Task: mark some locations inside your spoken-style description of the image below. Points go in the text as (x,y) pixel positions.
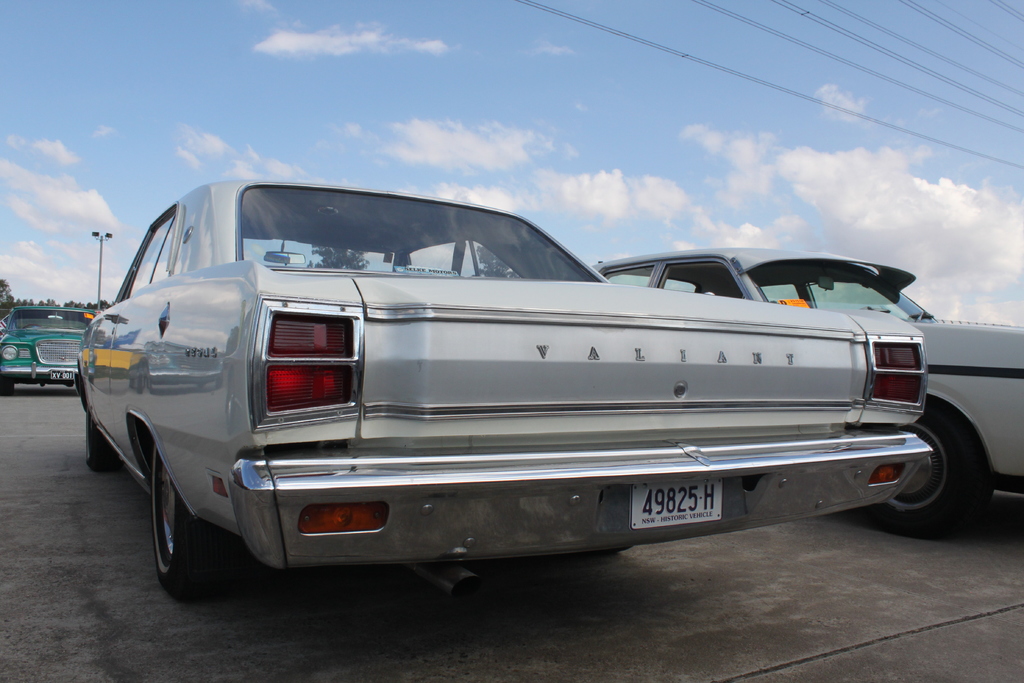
There are vehicles (99,383) in different colors parked on the road (204,625). In the background (967,259), there are electrical lines (908,84), trees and clouds (961,248) in the blue sky (165,117).
